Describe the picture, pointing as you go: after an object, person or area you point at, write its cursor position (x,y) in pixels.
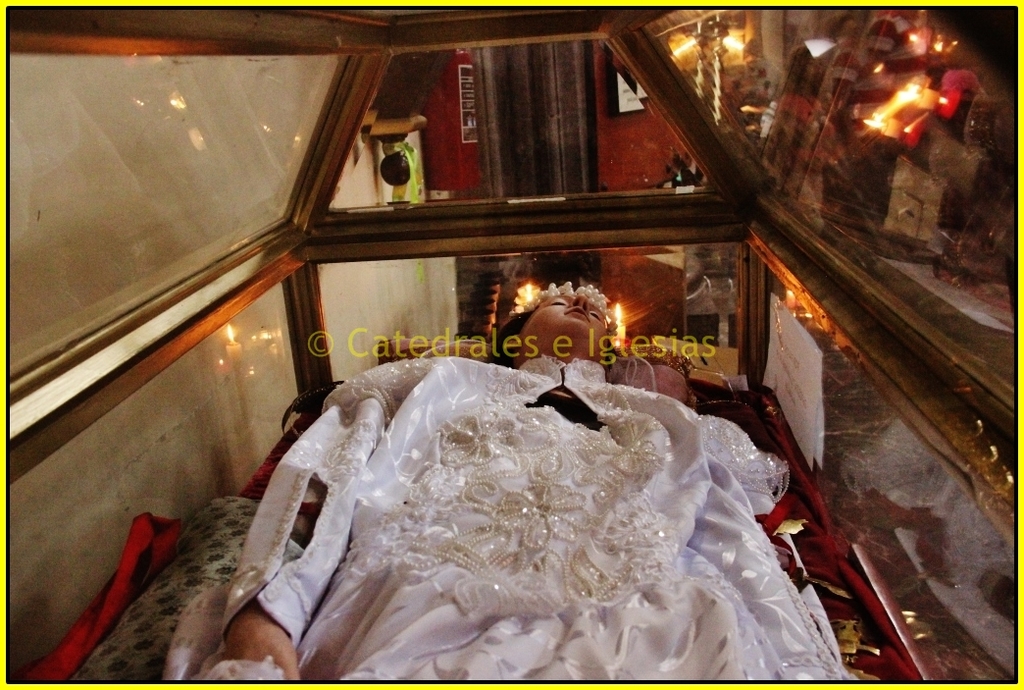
In this image in the front (530,412) there is a person (538,443) in the coffin (762,251). In the background (501,103) there are lights (732,56) and there are objects (462,150).
